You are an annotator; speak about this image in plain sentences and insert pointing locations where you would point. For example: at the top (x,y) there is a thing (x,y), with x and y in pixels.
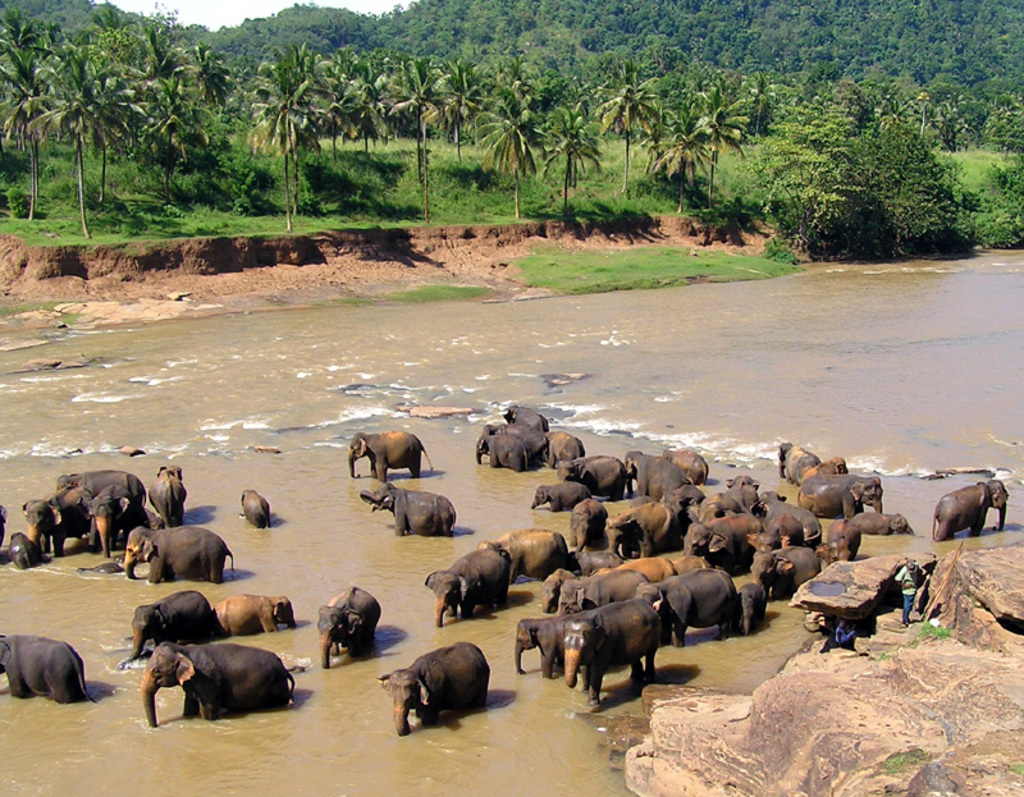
There are many elephants (351,600) standing in the water (355,542). In the right bottom corner (881,687) there is a rock (949,667). On that two persons (841,636) are there. In the background (917,253) there are trees (421,103) and plants (306,163).
